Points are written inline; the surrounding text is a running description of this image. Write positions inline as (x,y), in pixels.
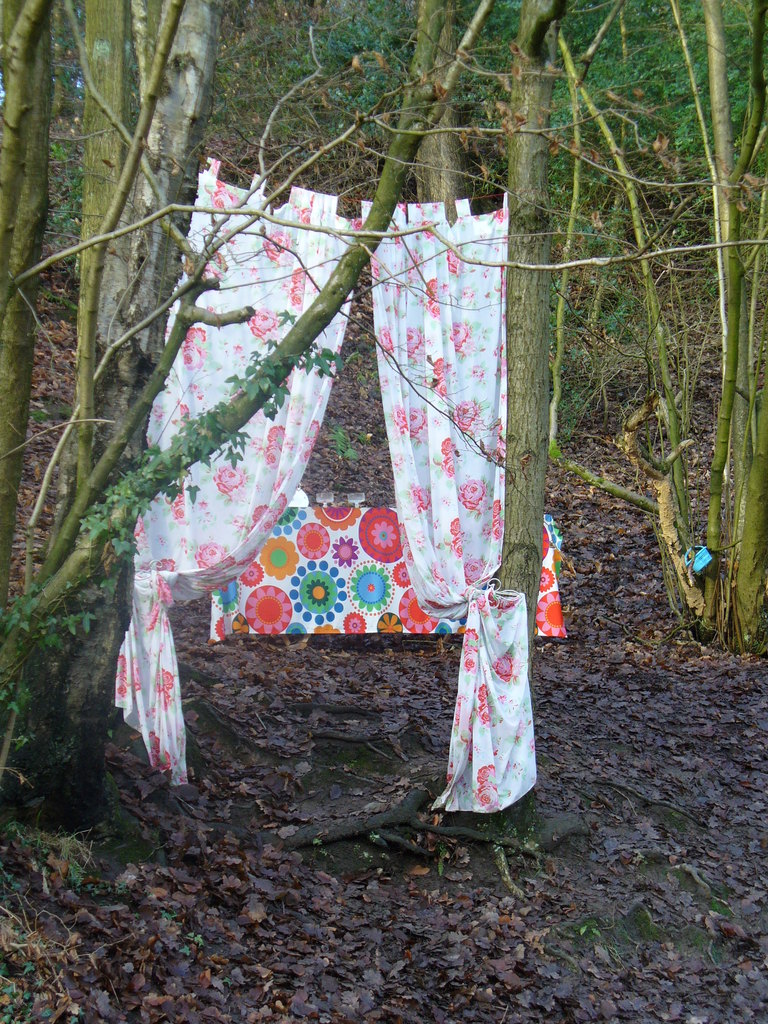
We can see trees (513,554), curtains (430,342) and colorful object (349,599) and we can see leaves (577,631).
